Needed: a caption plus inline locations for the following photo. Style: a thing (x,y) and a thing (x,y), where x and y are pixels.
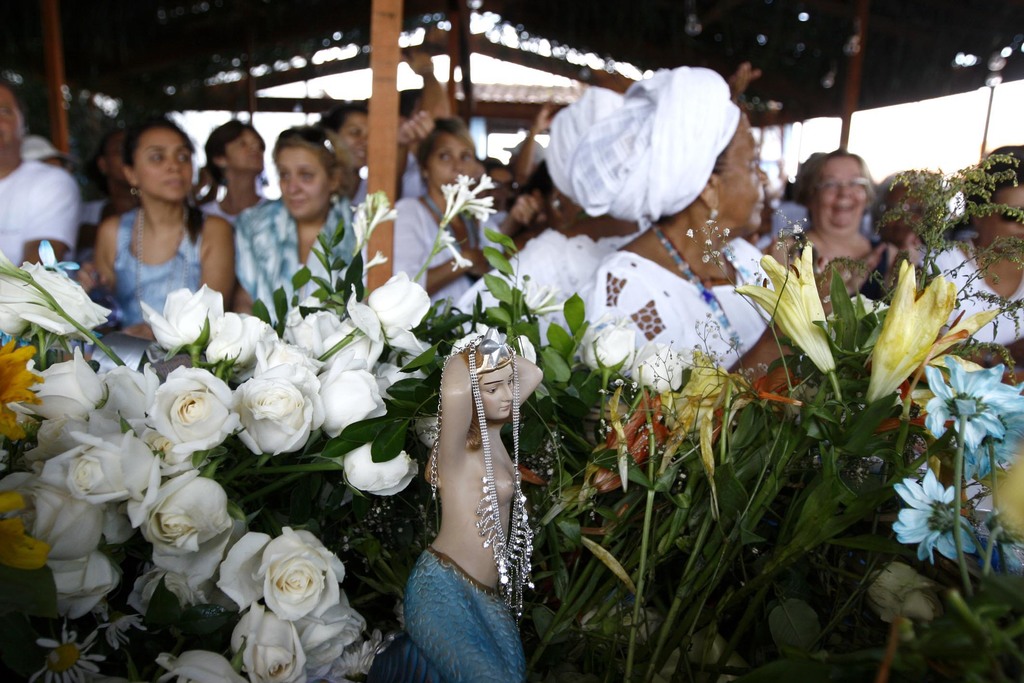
In this picture in the front (221,371) there is a statue (496,477) and there are flowers (164,388). In the background (271,240) there are persons (521,166), there are poles (59,108) and there are tents (487,87).
